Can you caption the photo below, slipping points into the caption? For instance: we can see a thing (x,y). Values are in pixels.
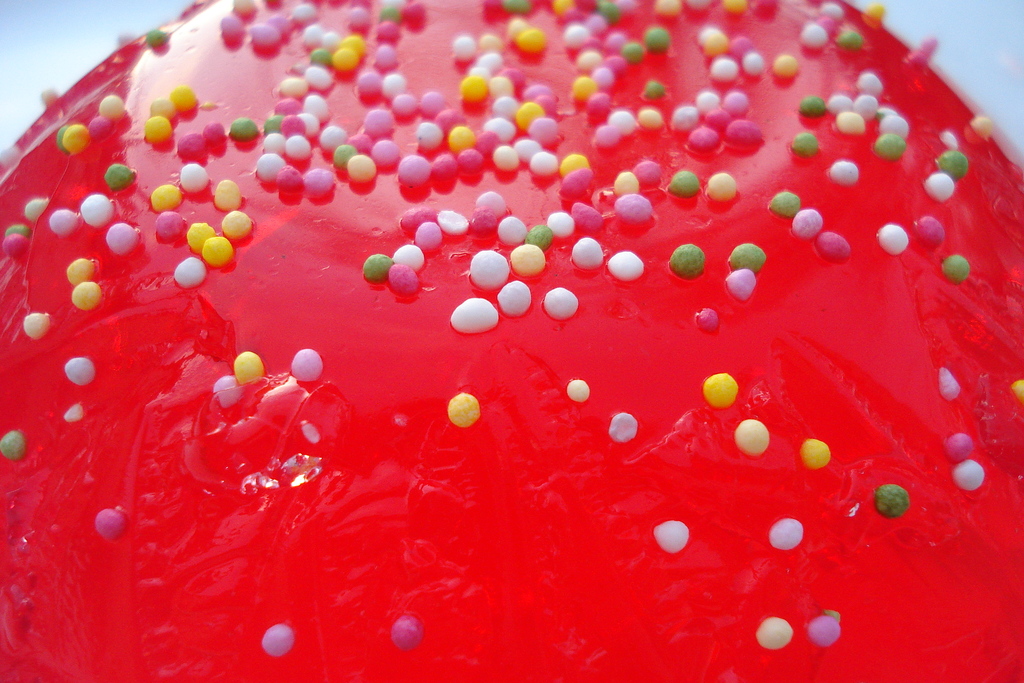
In this picture I can see there is a red color candy (748,409) and there are colorful sugar balls (245,371) sprinkled on the candy (381,418).
